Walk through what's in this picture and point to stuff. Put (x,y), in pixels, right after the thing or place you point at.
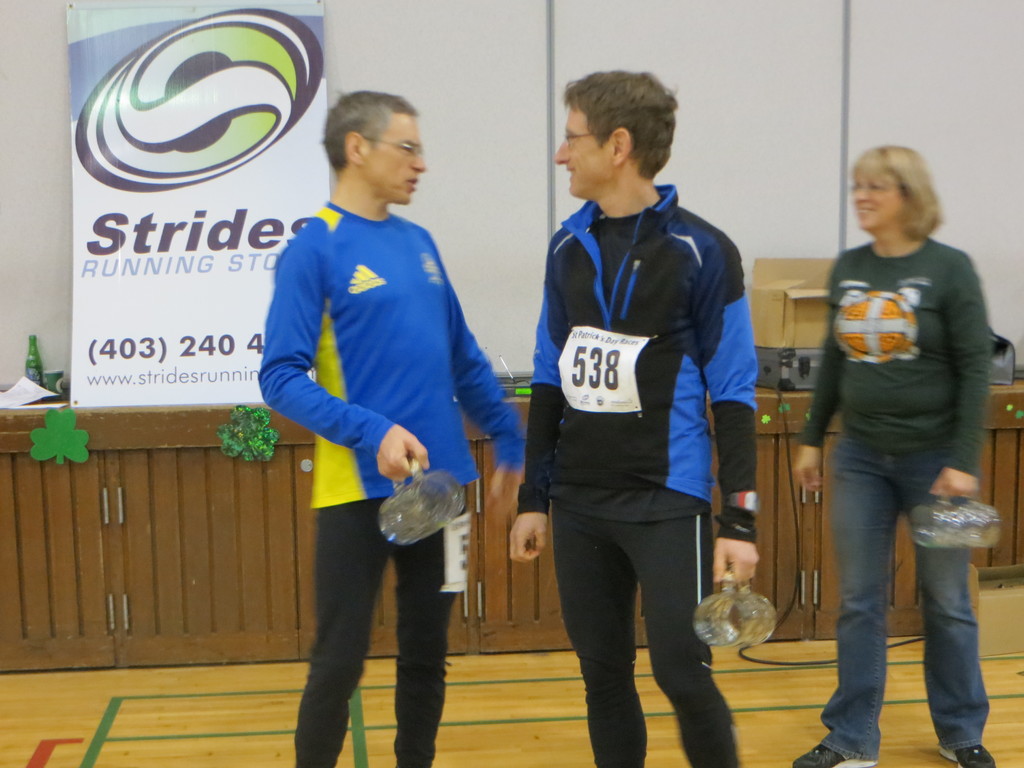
In this image I can see three people (612,359) are standing holding something in their hands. In the background (272,154) I can see a wall (426,174) and a banner (166,198) on which I can see something written on it. On the wooden platform (91,428) I can see a bottle (38,368) and other objects (59,386).
